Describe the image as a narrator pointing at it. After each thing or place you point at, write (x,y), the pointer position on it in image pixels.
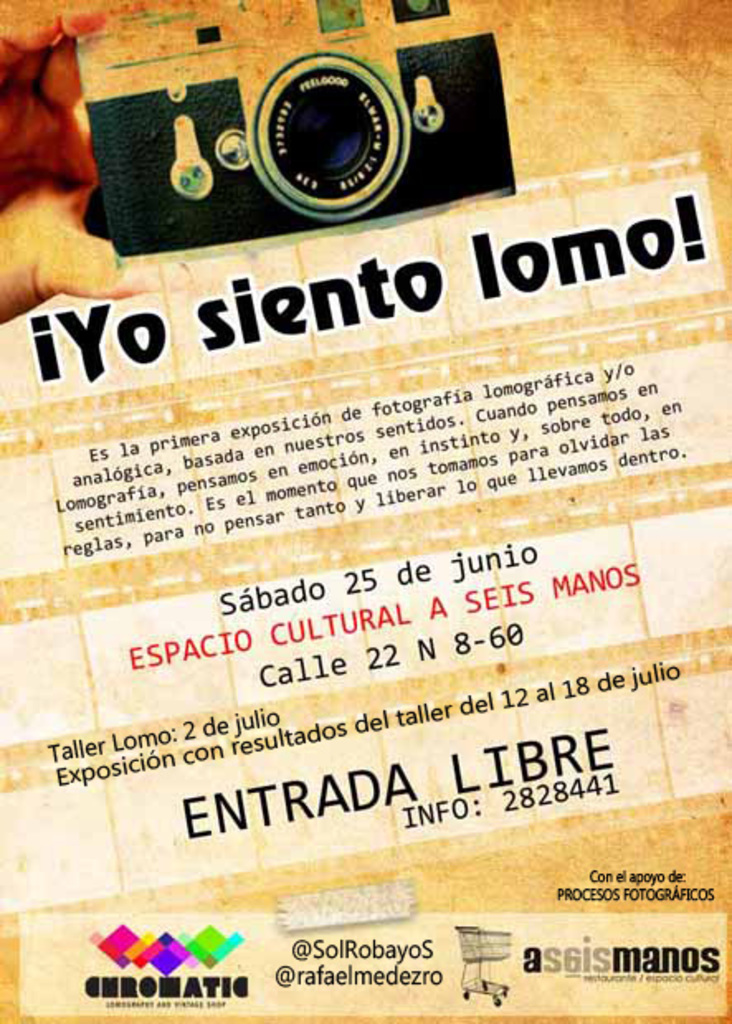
In this image we can see a paper (306,564) with the text (369,270).
